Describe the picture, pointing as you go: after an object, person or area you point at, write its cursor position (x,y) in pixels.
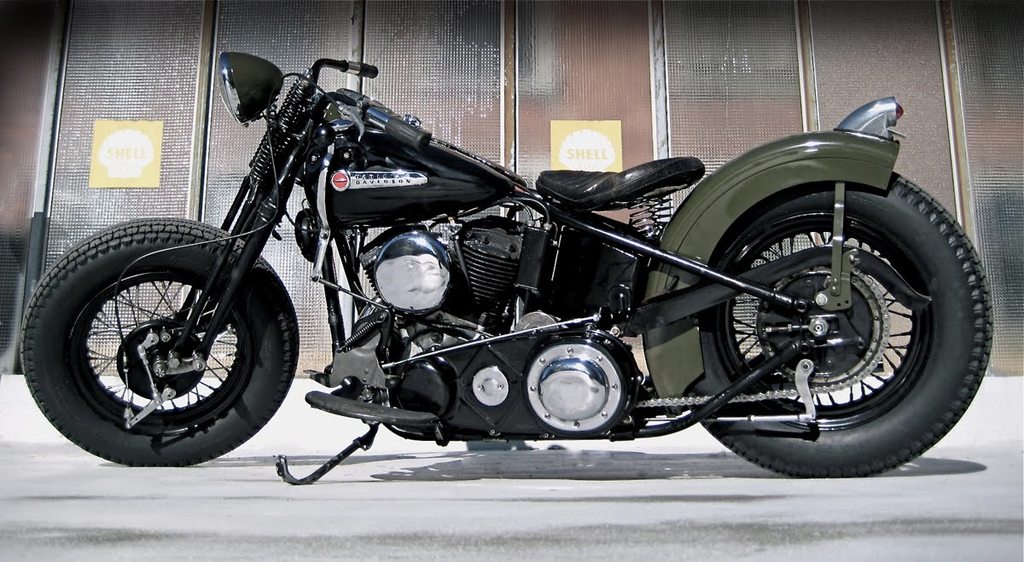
In this image I can see a green and black colour motorcycle (351,215) in the front (486,311). In the background (596,146) I can see two boards (604,136) on the wall (708,91) and on these boards (580,133) I can see something is written.
